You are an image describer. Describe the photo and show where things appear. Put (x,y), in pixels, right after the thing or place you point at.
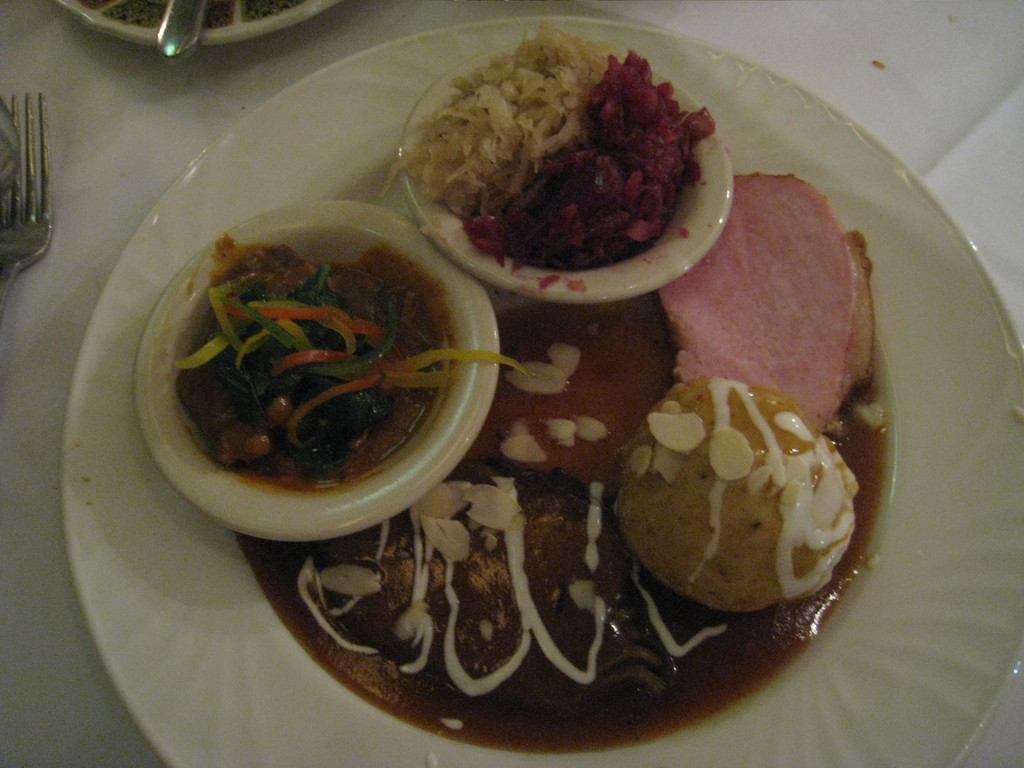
On the table (13,438) there is a plate (181,636), fork (5,282), bowls (463,436), and food (578,460).
